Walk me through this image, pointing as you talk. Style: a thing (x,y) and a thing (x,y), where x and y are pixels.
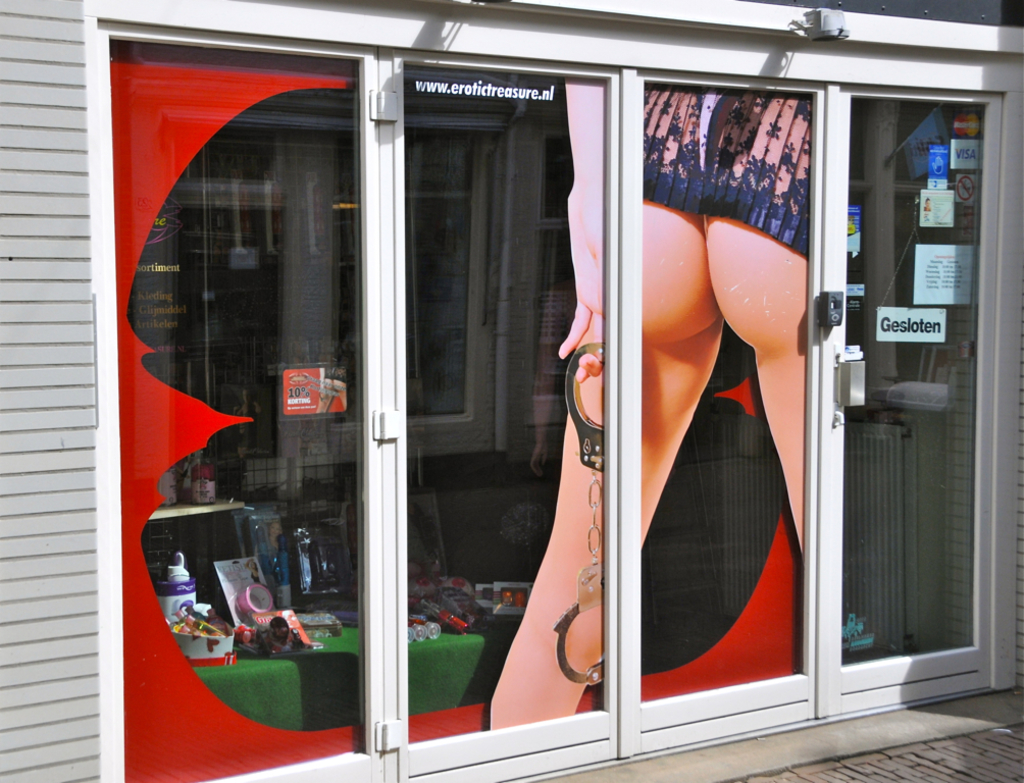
As we can see in the image there are doors (690,551), a person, table (468,664) and reflection (304,156) of a building (445,291).
